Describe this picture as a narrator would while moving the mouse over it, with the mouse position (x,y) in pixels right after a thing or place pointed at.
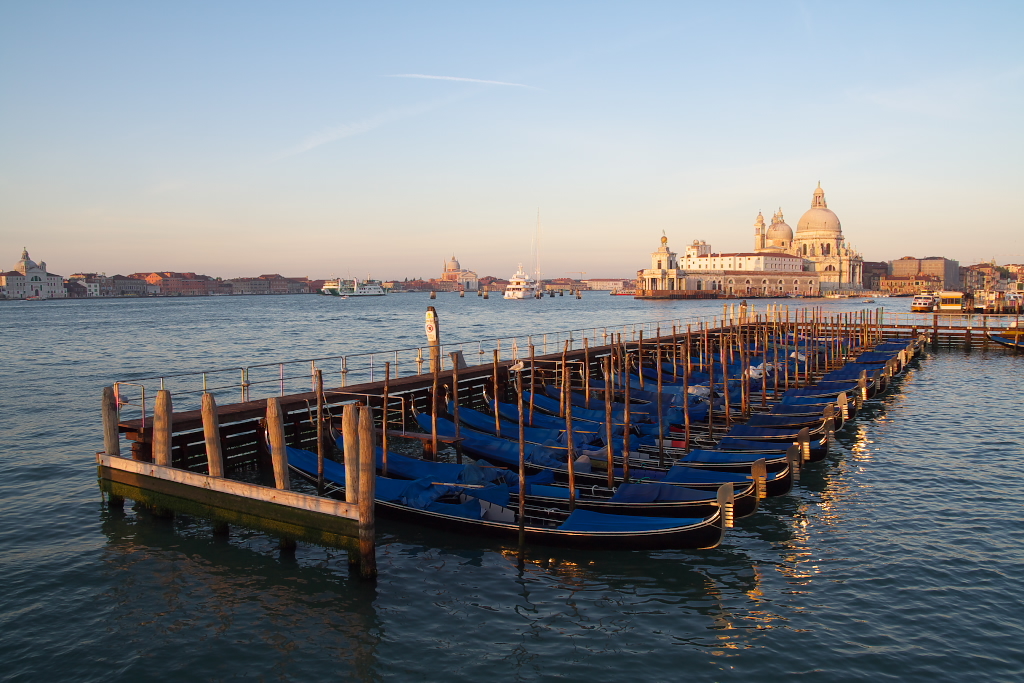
In the center of the image (634,452) we can see boats (705,432) on the water (642,575). In the background (877,266) there are buildings (741,275) and sky (635,123).
